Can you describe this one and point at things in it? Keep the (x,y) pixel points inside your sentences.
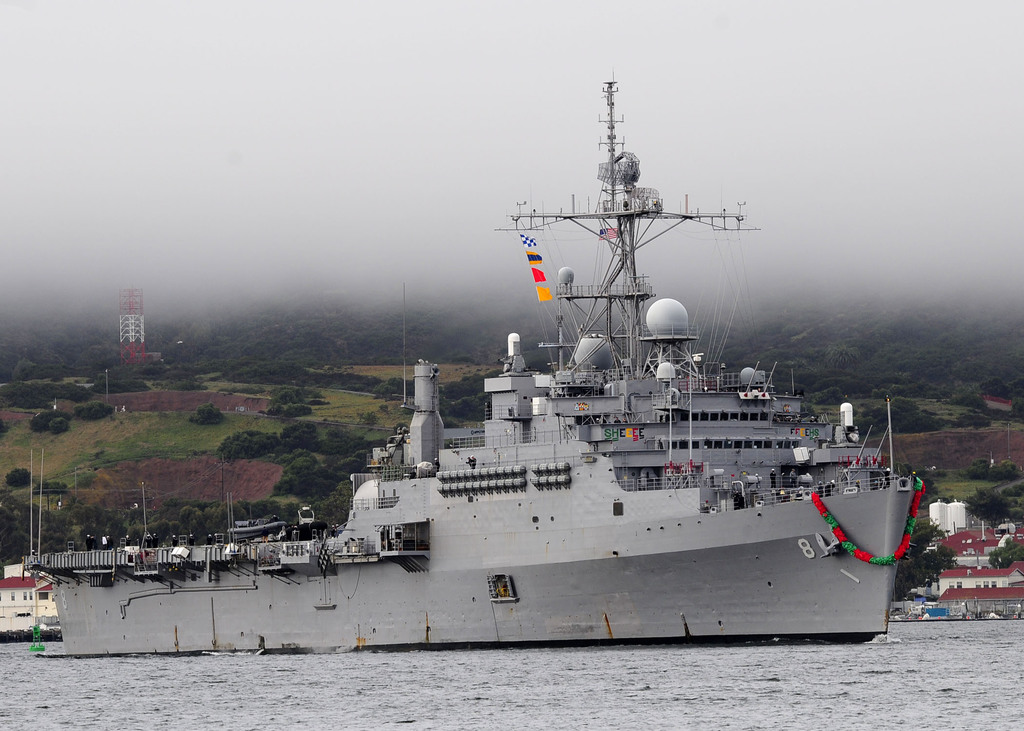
In this image we can see the mountains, one big boat (682,446) on the lake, some flags (528,252) attached to the boat (796,502), some houses (986,586), some poles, some objects (835,537) are on the boat (35,562), one tower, some trees (38,421), bushes (266,433), plants (306,340) and grass (42,439) on the surface (162,324). At the top (305,87) there is the sky (951,254).
